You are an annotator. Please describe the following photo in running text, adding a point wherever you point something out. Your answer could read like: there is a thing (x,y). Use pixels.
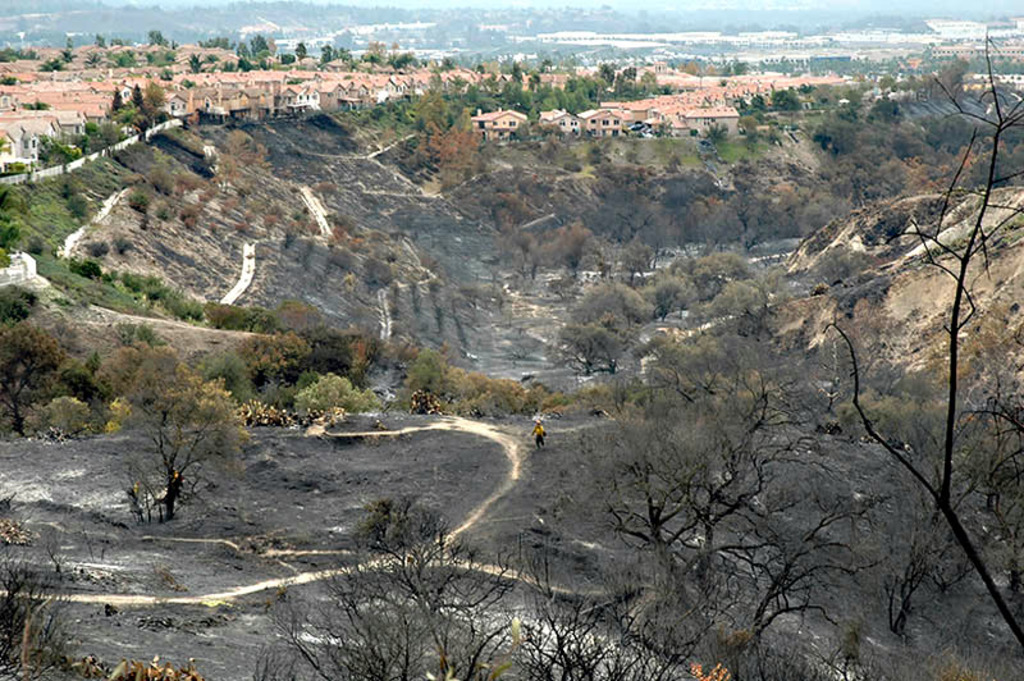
In this image there are buildings (80,94). At the bottom (302,581) there are trees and roads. In the background (273,35) there are hills (508,28) and sky (650,0).
